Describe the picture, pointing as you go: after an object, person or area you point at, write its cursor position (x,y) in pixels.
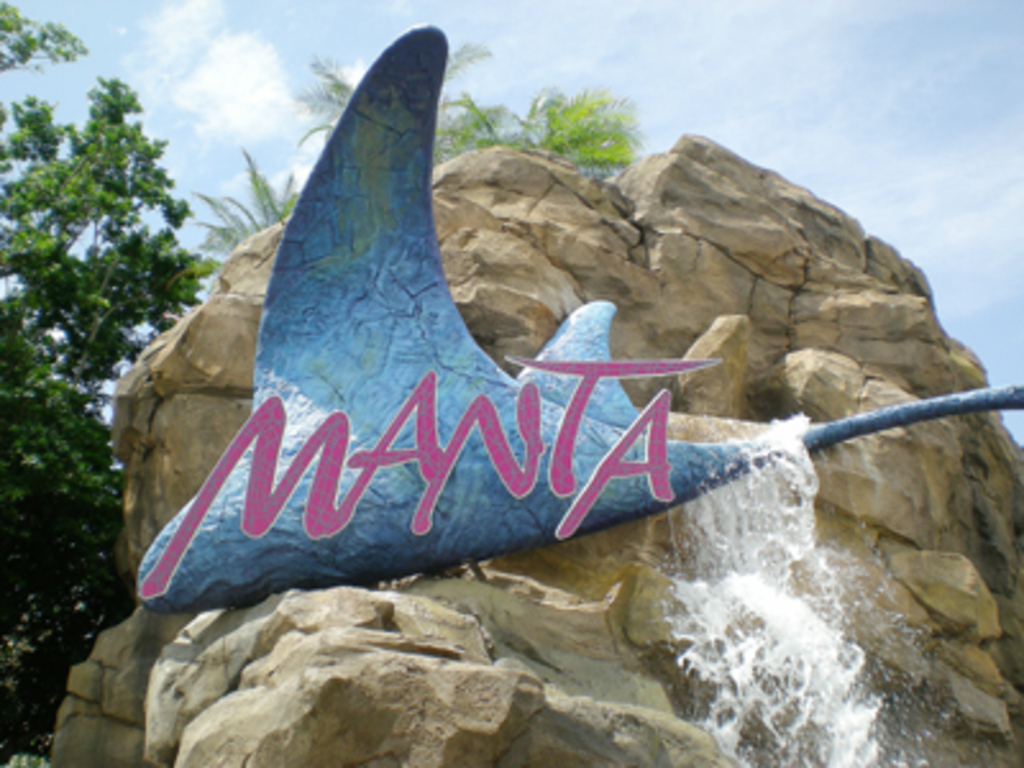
In this picture we can see a fish (498,538) and a waterfall (783,498) on the rock (401,686). There are few trees (104,105) in the background (21,485).
